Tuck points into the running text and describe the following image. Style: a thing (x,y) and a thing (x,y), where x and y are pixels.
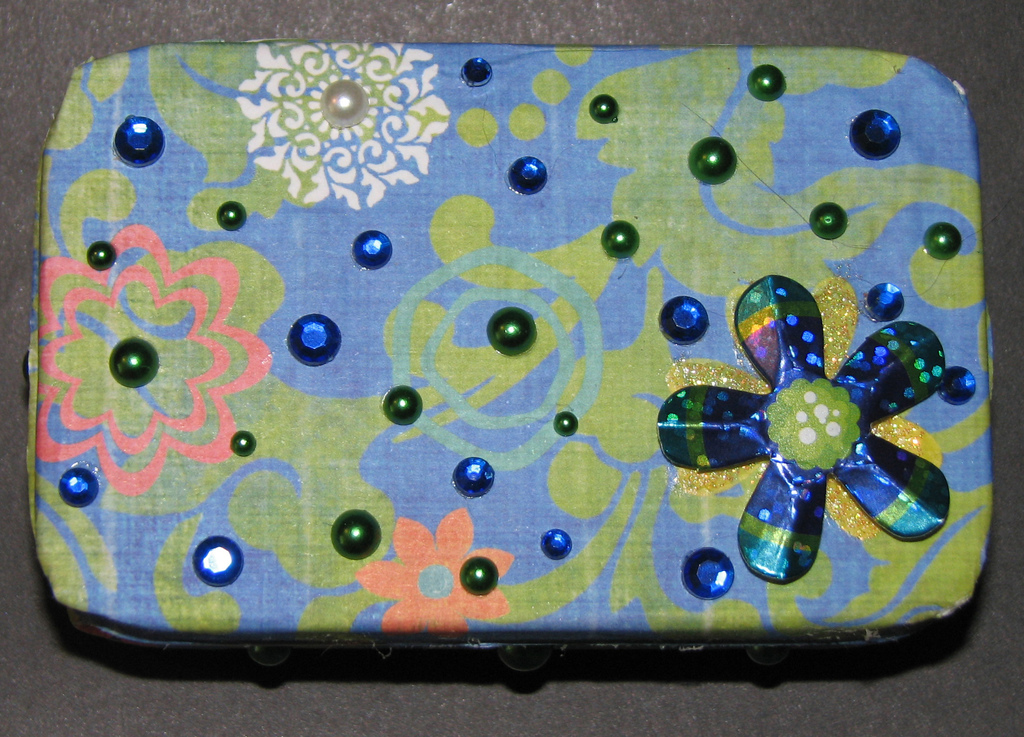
In this image we can see a box (281,93) on which cloth (662,383) is there and we can see some art (730,455) on it which is placed on the black surface (968,19).
